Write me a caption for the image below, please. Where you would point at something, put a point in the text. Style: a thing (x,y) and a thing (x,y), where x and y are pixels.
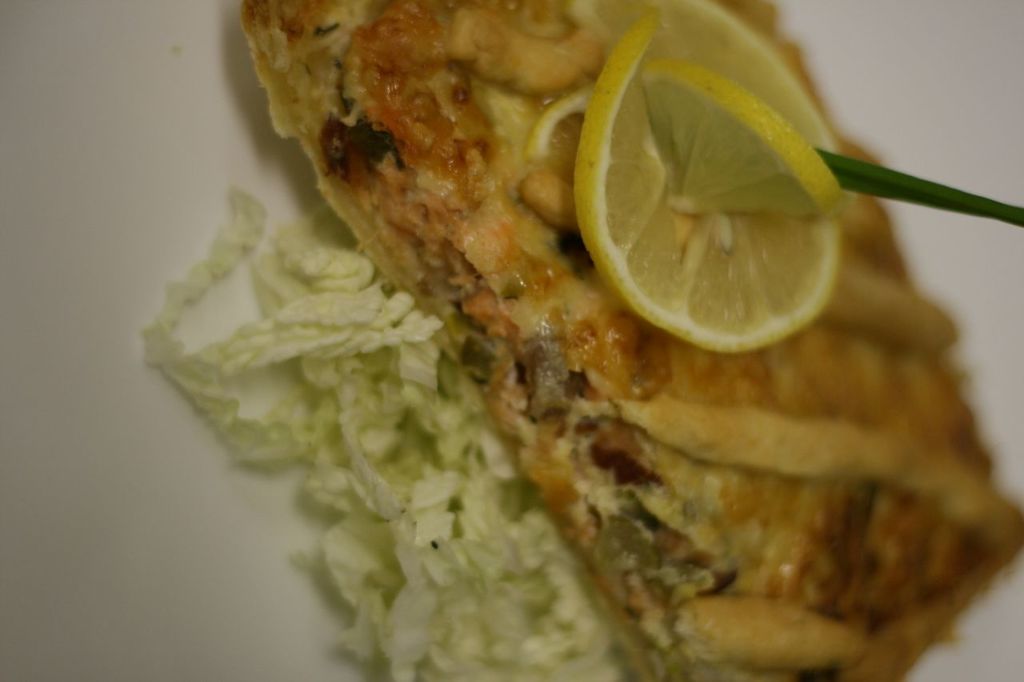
In this image we can see a food item (547,438) which is decorated with lemon slices (779,227).
